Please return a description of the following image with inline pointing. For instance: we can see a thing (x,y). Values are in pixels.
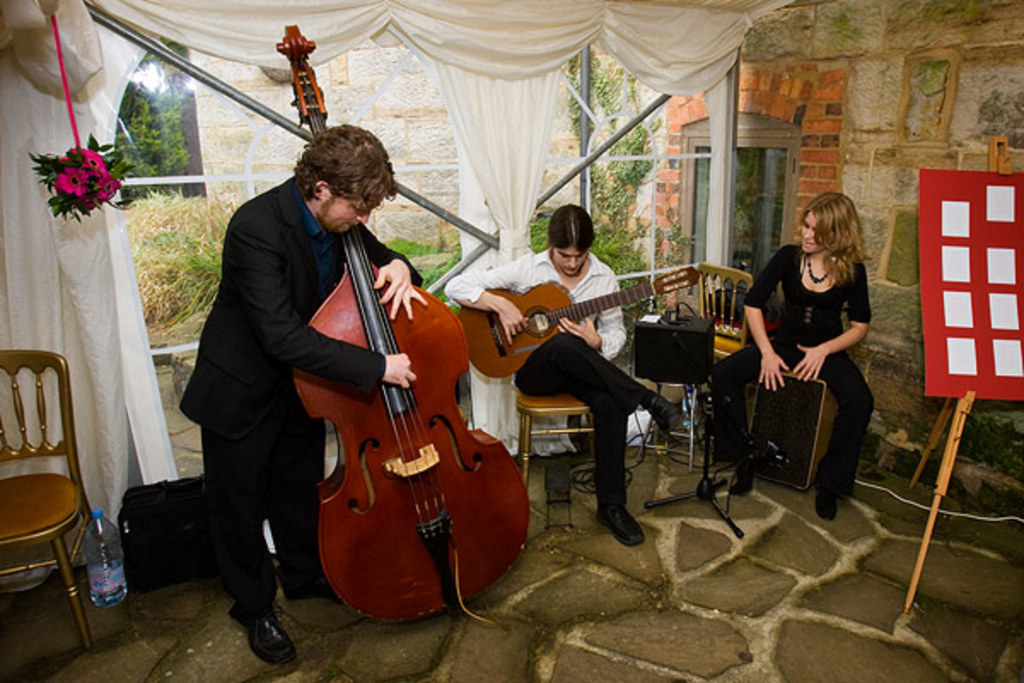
This is a picture of three people (252,420) among them two (326,280) are men (573,283) and one (795,300) is a women (810,270) and the guy (252,437) is holding a double bass (449,459) which is red in color and the other guy (565,361) is sitting on the chair (523,395) and playing a guitar (635,298) and the girl (776,271) is playing some instrument (798,465). Behind them there is a white curtain (231,39) which we can see some flowers (66,169) and there is a chair (79,477), bottle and also a notice board (959,206) on which there are white color papers (963,297).
